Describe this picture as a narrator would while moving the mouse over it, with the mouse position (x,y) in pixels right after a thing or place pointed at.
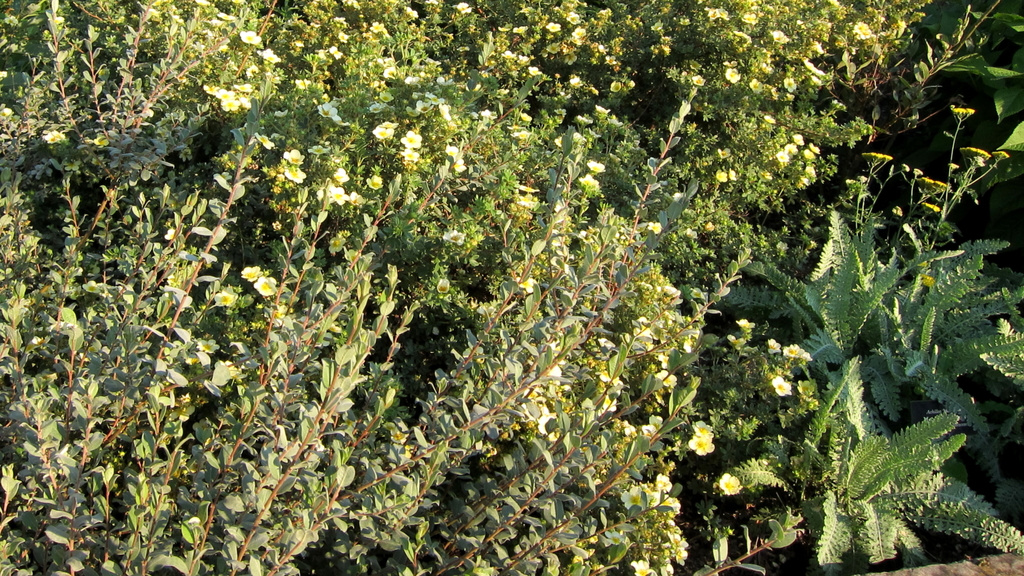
In the picture I can see plants (513,326) among them some are having flowers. These flowers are white in color.
